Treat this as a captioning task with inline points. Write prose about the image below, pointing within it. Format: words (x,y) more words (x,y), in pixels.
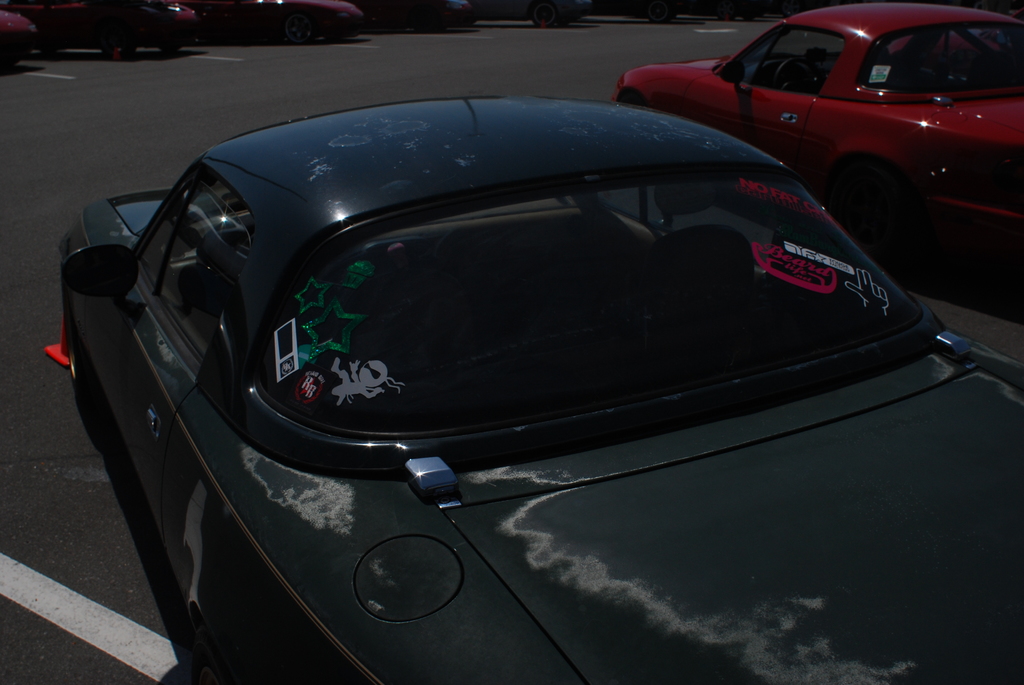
In this image we can see a few vehicles (446,582) on the road (689,32).
